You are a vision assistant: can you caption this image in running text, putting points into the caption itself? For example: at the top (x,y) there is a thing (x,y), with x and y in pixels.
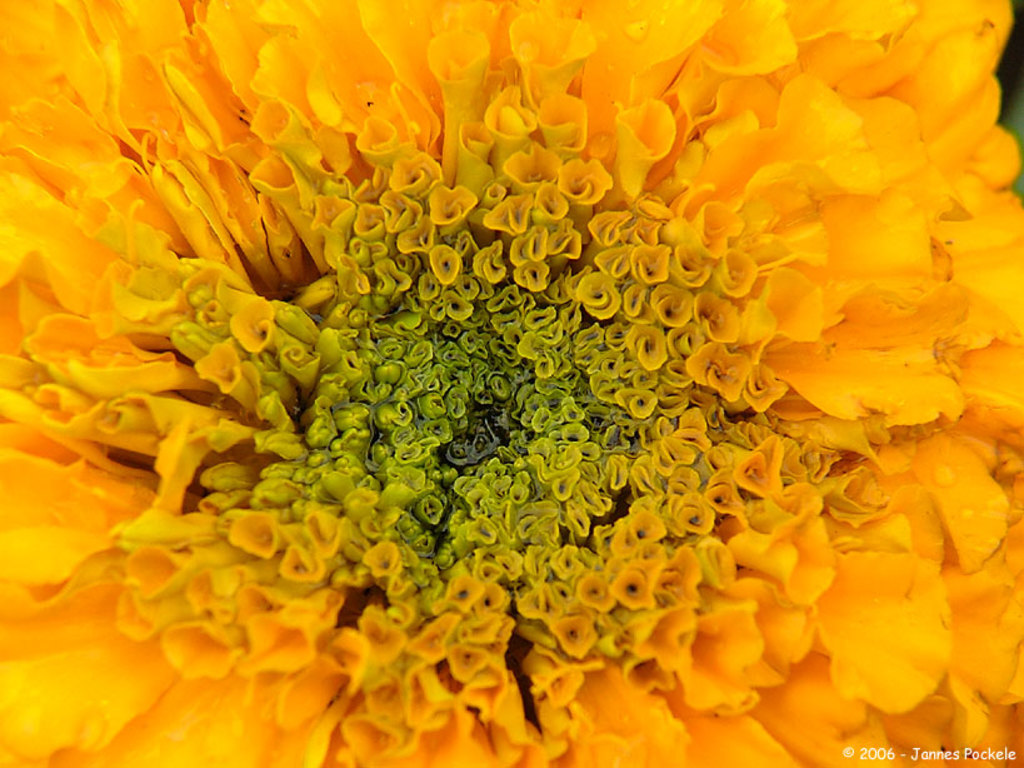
In this image we can see a flower (562,587).
